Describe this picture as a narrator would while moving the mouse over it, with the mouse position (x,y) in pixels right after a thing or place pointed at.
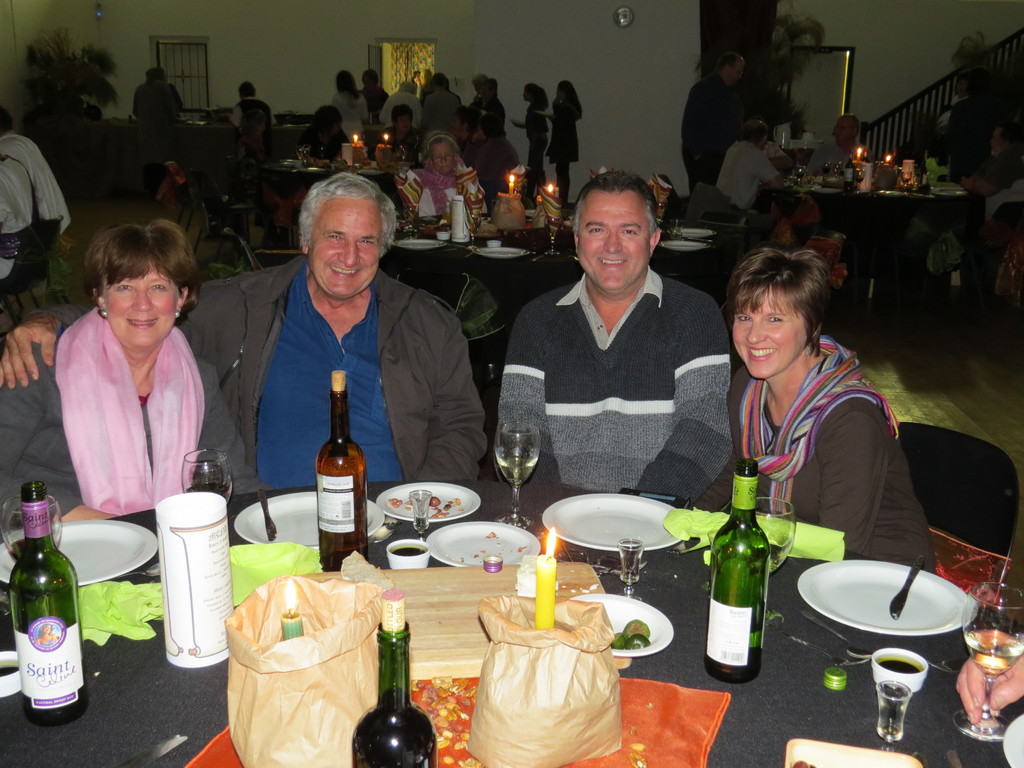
There are four people (324,290) sitting on the chairs (989,460). In front of them there is a table (146,714). On the table (143,710) there are bottles (328,468), glasses (424,518), plates (295,516), candles (289,633), covers (358,625) and many other items (421,593). In the background (213,130) there are many tables (286,151), candles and many other items (362,158). Also there is a wall (267,26) with window (416,47), door (842,77) and a clock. Also there is a staircase (890,124).
